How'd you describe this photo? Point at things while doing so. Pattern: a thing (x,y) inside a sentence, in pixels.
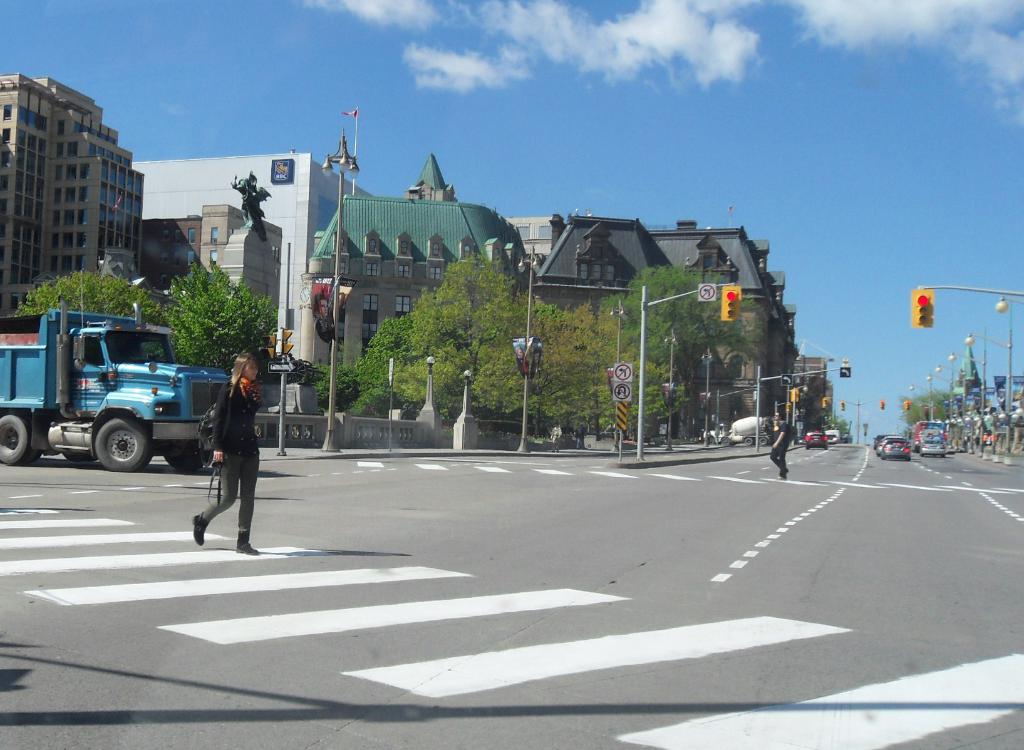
This image is taken outdoors. At the bottom of the image (285,627) there is a road (718,545). At the top of the image (245,51) there is the sky (358,64) with clouds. In the background (173,260) there are a few buildings (772,339) with walls (380,292), windows (367,325), roofs (346,241) and doors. There are a few trees (701,326) and poles (643,382) with street lights (328,168) and signal lights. There are a few sign boards (786,382). On the left side of the image (95,421) a truck (95,414) is moving on the road (171,522) and a woman (239,436) is walking on the road (257,504). On the right side of the image (908,447) a few cars (934,441) are moving on the road (959,473). There are a few poles (982,367) with street lights (1012,381) and there is a signal light (921,296). There is a building (973,403) and there is a tree (908,415). A person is walking on the road (859,471).
